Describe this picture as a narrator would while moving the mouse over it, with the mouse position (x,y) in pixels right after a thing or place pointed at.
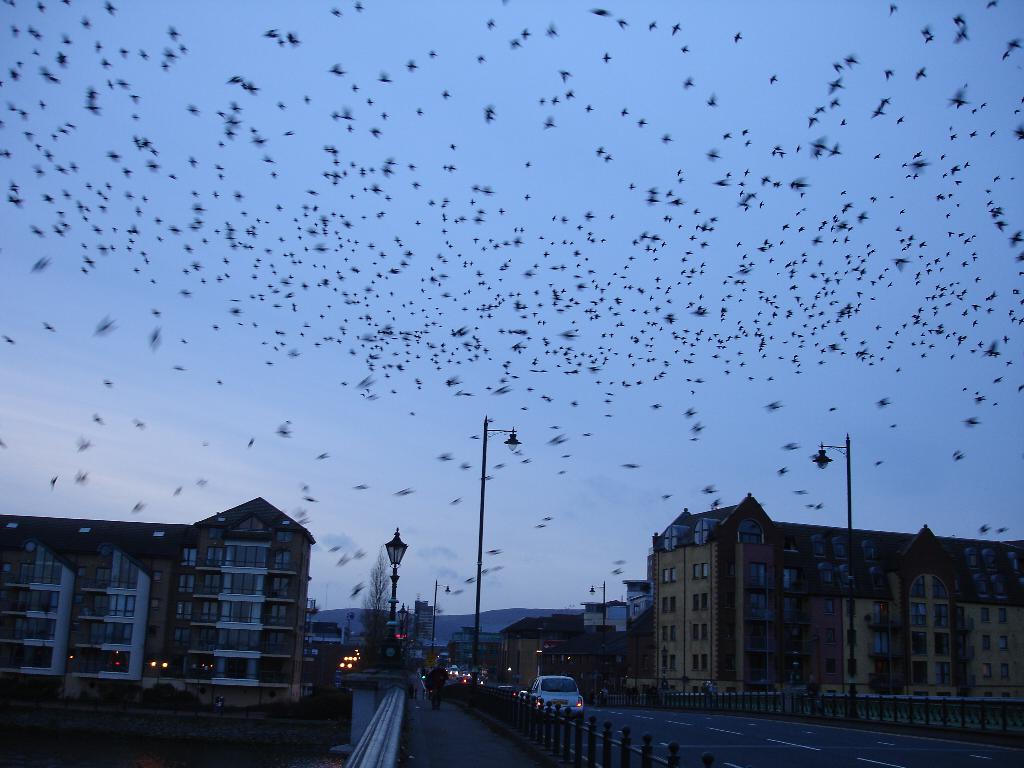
In this image, we can see birds (438,362) are flying in the air (586,405). Background (440,506) there is a sky (331,303). At the bottom of the image (995,656), we can see few buildings (981,654), vehicles (551,686), road (657,725), railings (645,740), walkway (467,735), poles (398,650), trees (370,648), street lights (386,653), few people (440,674) and lights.
